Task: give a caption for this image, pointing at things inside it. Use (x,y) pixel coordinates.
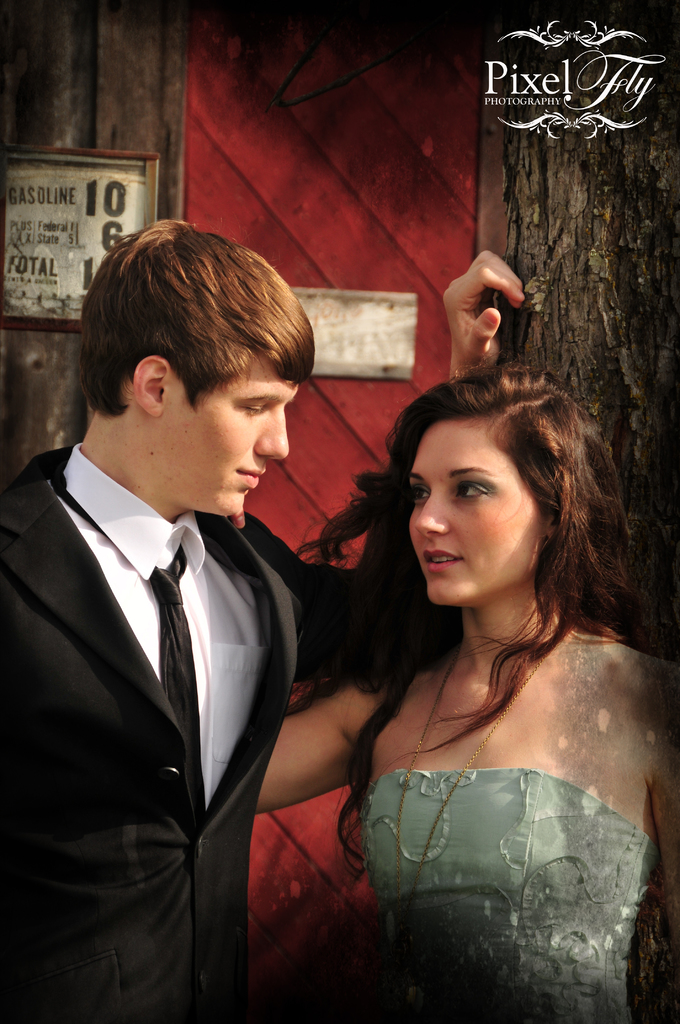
In this image there is a man (279,680) and a woman (303,760) standing. Behind the woman (509,661) there is a tree trunk (572,172). Behind them there is a wall (181,146). There are boards (96,185) with text (110,204) on the wall (244,142). In the top right (570,77) there is text (529,82) on the image.
